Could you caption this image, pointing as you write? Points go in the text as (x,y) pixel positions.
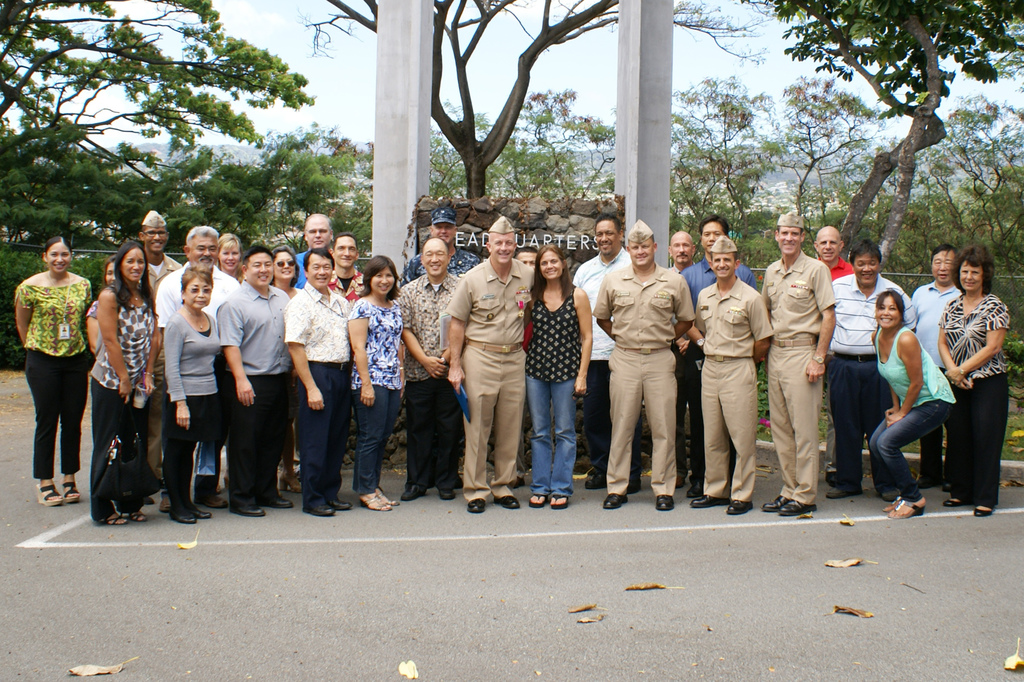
In this image we can see a group of people (494,297) standing on the ground (385,553). Six persons (635,336) wearing uniforms (616,308) with caps (629,234). One person (519,394) holding a file (465,388) in his hand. In the background (954,211), we can see a group of trees (488,164), poles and sky (493,56).
